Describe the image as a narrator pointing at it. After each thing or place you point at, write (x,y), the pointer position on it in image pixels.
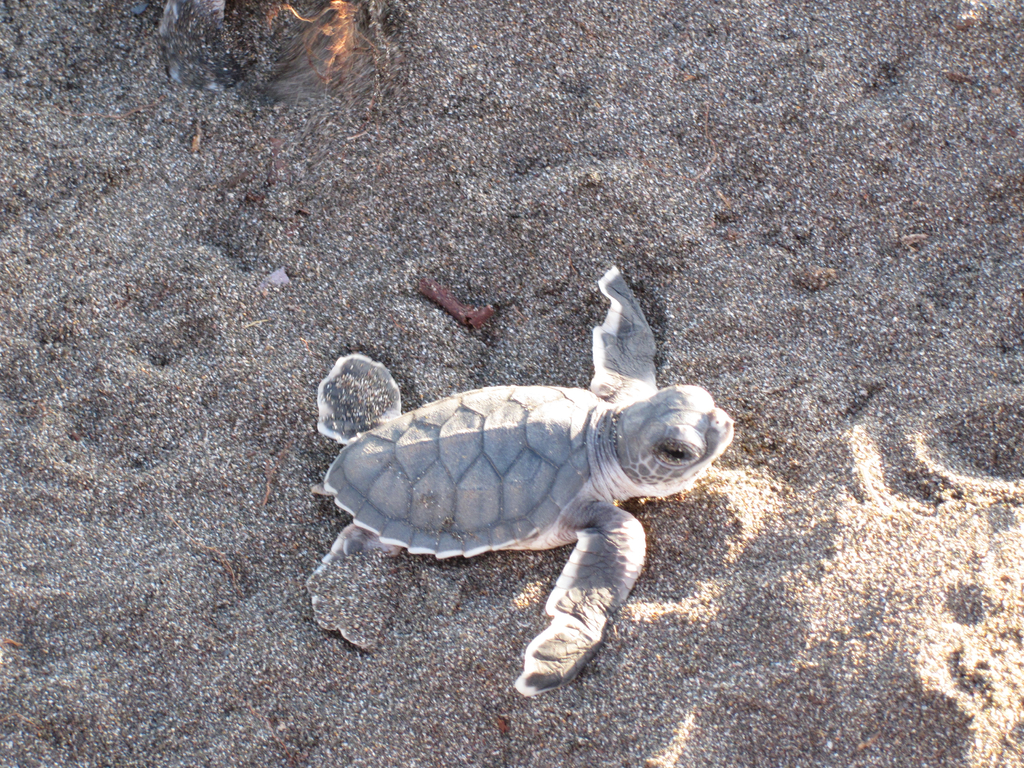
In this picture we can see a turtle (622,443) on the sand (893,408).
